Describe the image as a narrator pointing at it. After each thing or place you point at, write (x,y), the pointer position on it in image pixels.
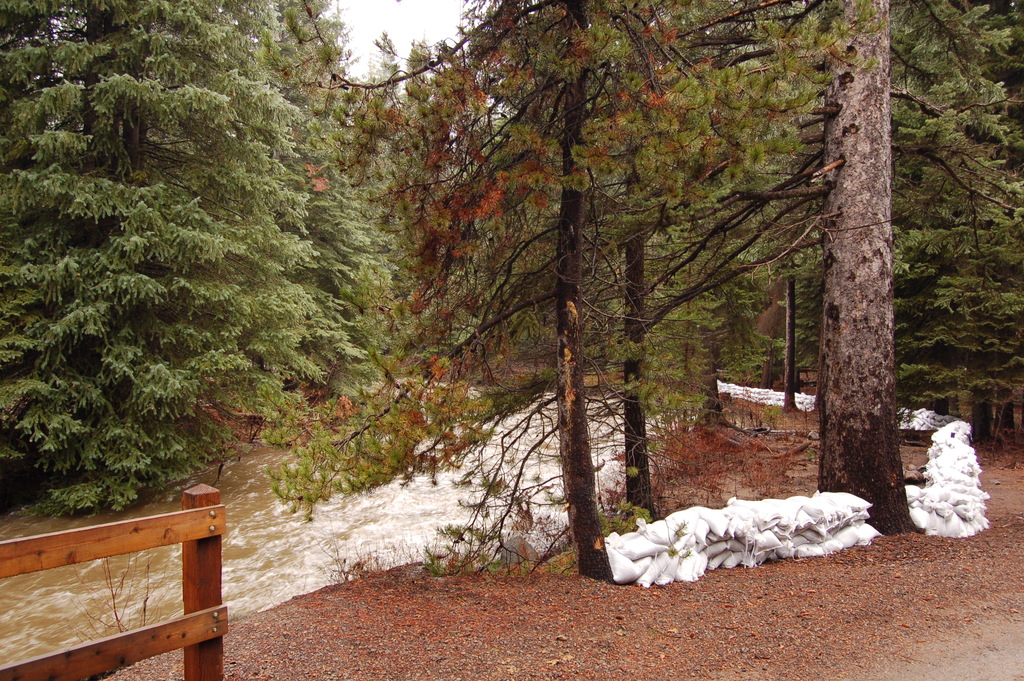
In this image, we can see a river (299,572), on the right side (832,666), we can see the sand (723,621) on the ground (662,618). On the left side (42,672), we can see wooden fence (161,630). There are some trees (411,177), at the top (381,18) we can see the sky (375,39).
